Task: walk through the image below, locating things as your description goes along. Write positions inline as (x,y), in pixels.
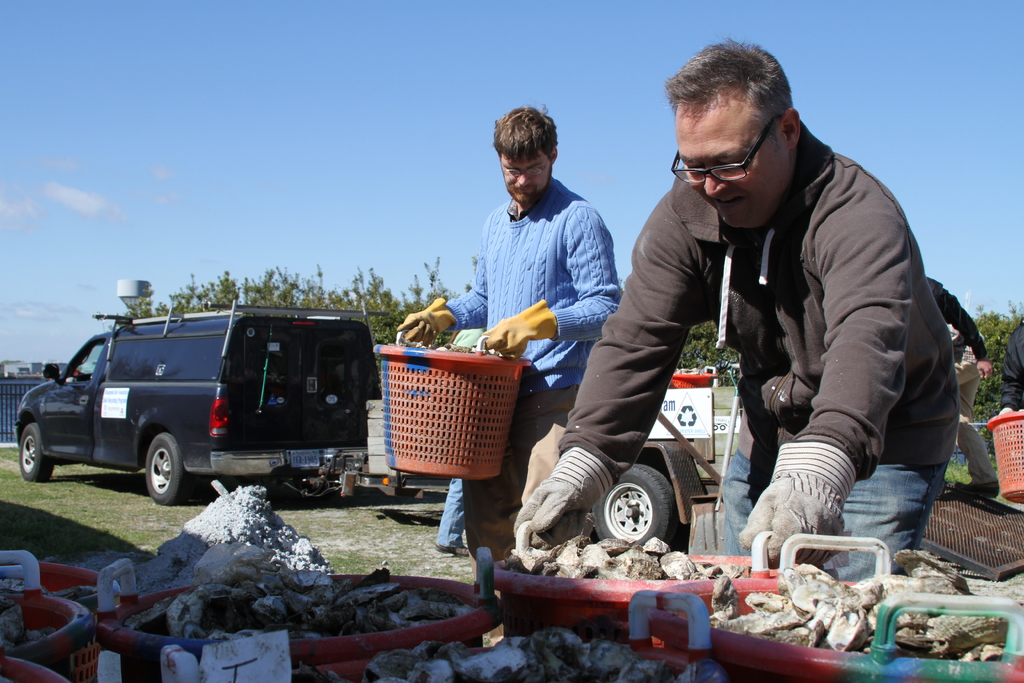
In this image there is a person (665,382) about to lift the plastic basket (616,605) with some objects (644,551) in it, in front of them there are a few other plastic baskets (327,653) with objects (383,601) in it, beside the person (576,428) there is another person (426,322) standing, holding a plastic basket (453,373) with some objects (453,345) in it, behind them there is a truck (251,412) and a trailer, in the background of the image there are trees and buildings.
